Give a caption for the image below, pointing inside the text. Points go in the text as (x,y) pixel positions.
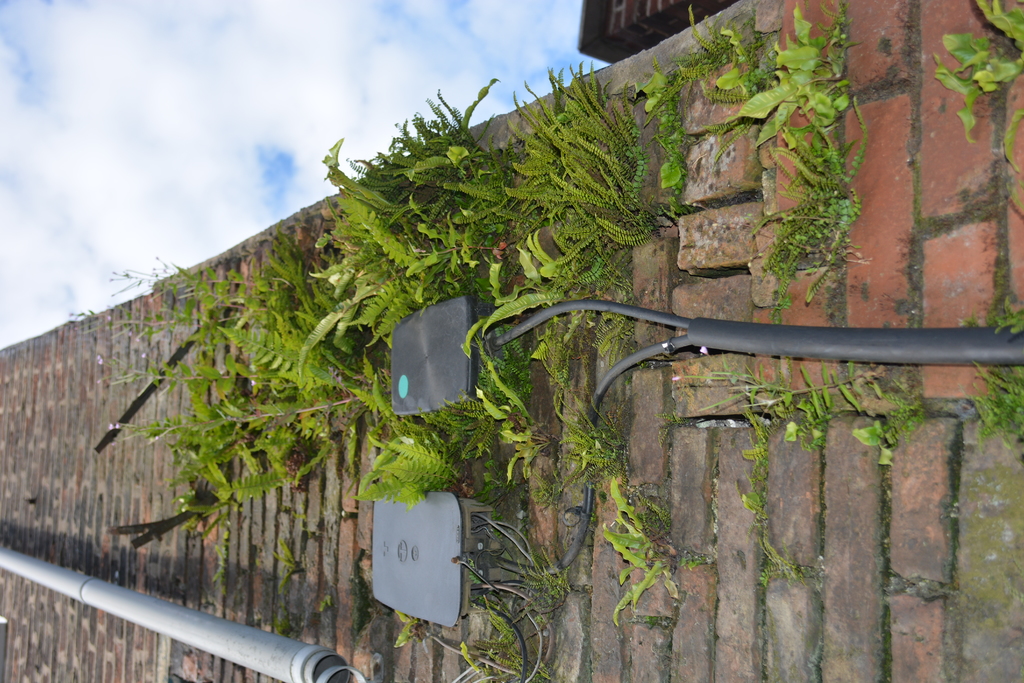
In this image we can see the wall (643,281). And we can see the tiny plants (646,532). And we can see some metal objects (462,554). And we can see the clouds (5,341) in the sky (196,122).
